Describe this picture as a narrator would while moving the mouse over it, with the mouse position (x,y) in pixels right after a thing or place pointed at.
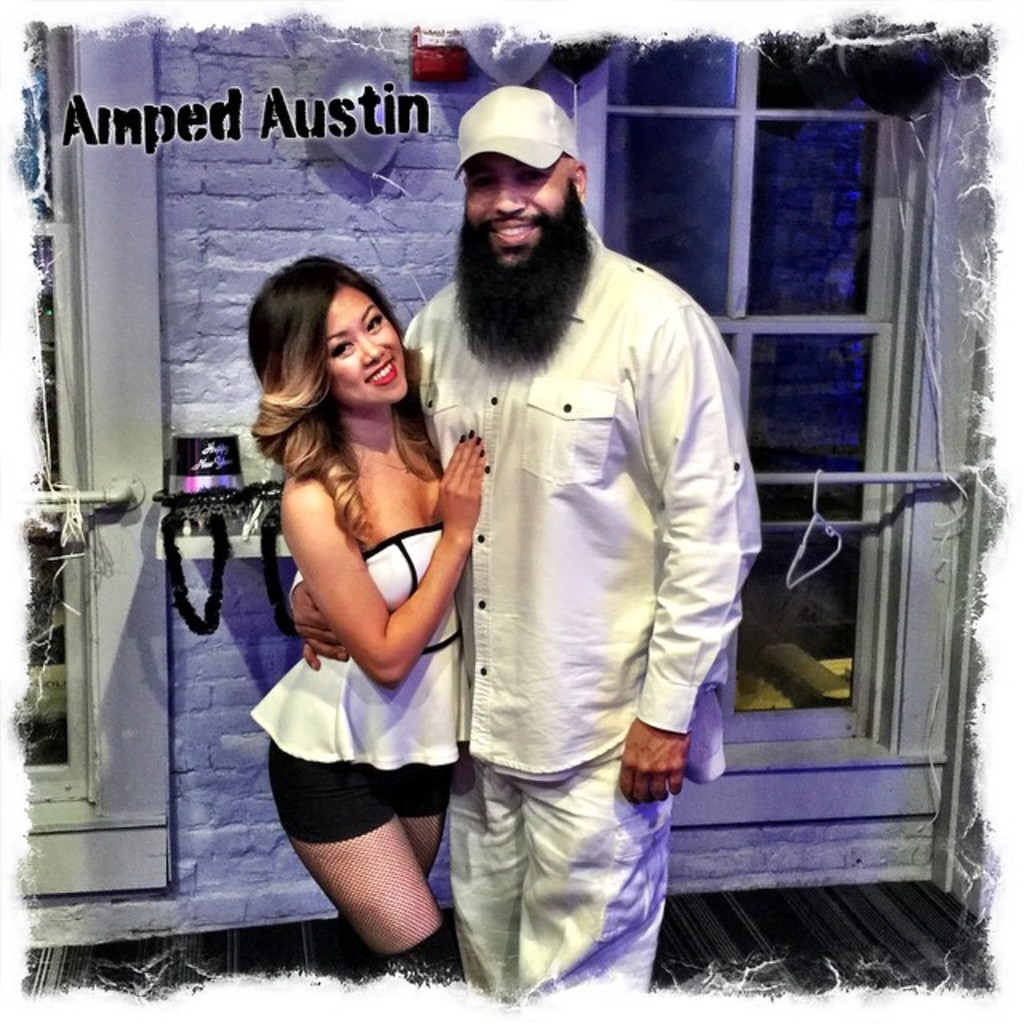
In this image there are two people (427,658) standing with a smile on their face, behind them there is a wall (192,360) with a few balloons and a few other objects (217,520) placed on the rack (240,547) and there are windows (706,297).
